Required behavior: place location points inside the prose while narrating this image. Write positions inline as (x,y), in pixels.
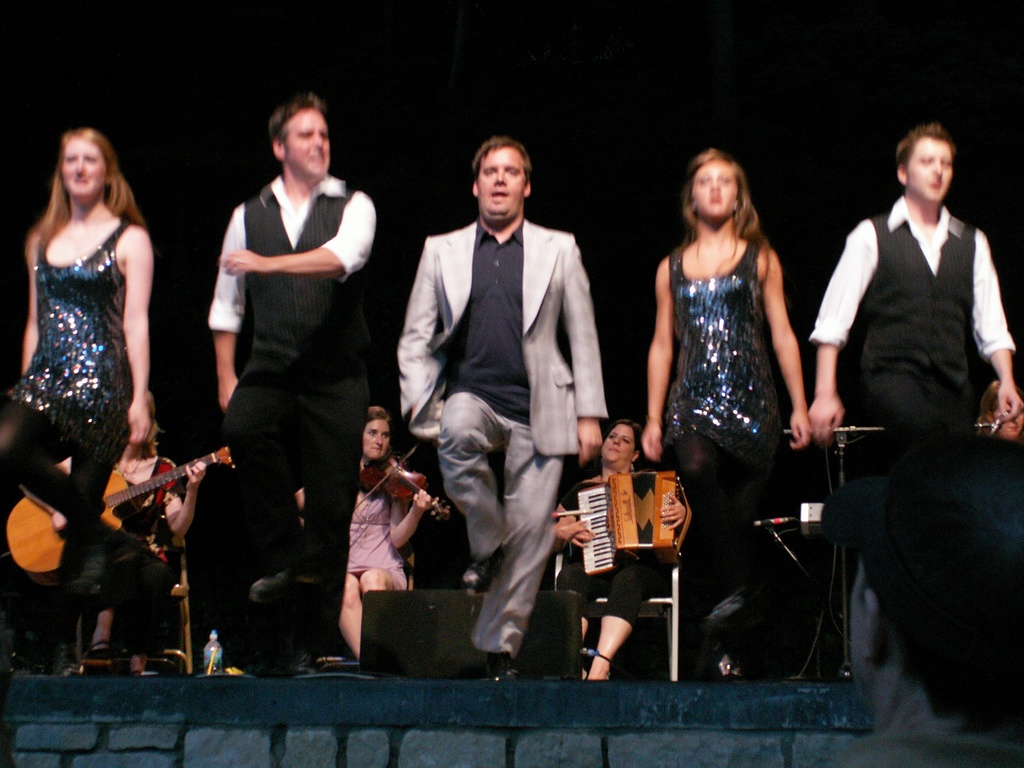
In the image we can see there is a people (649,355) who are standing on the stage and at the back (604,524) people (109,554) are sitting and holding musical instruments (48,552).
